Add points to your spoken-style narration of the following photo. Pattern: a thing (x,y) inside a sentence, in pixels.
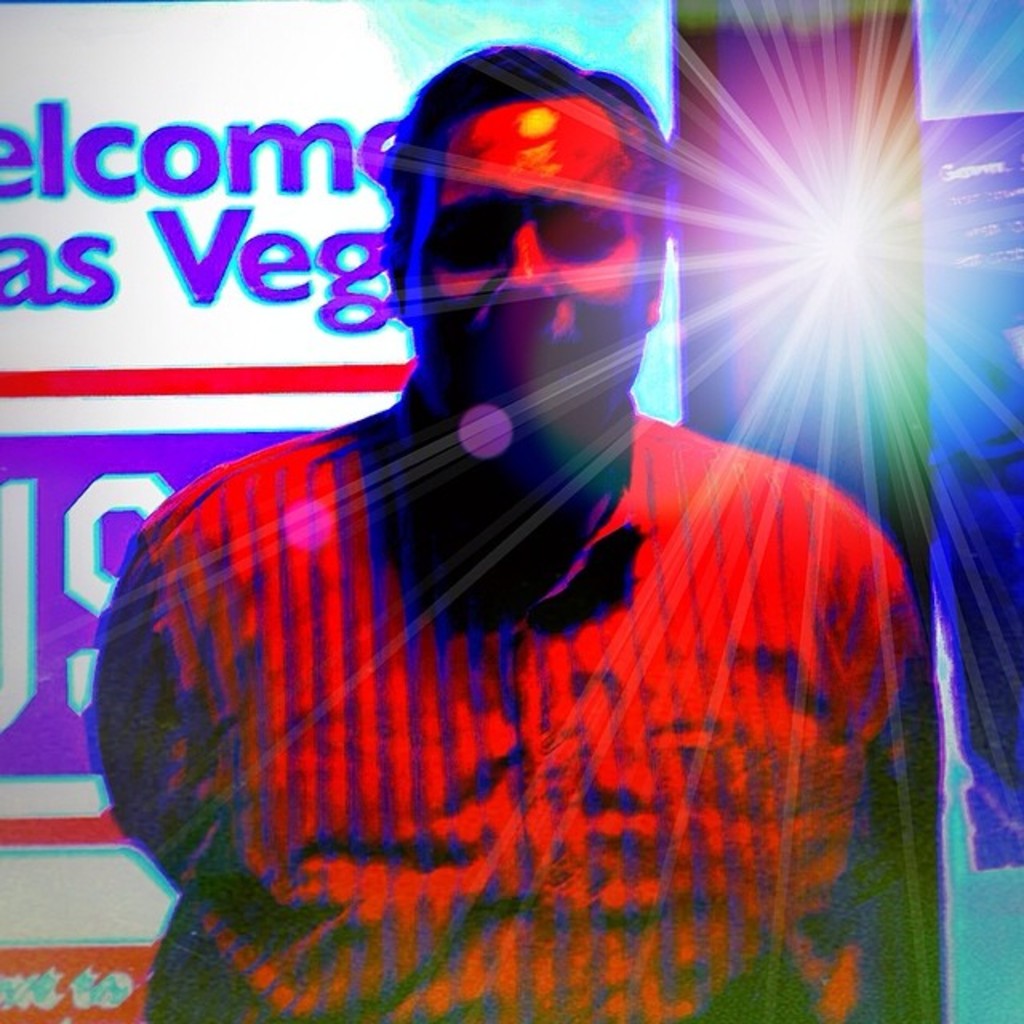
This is the man (488,829) standing. He wore a shirt (363,628). In the background (669,331), that looks like a banner (199,218). I can see the light rays (851,244).
